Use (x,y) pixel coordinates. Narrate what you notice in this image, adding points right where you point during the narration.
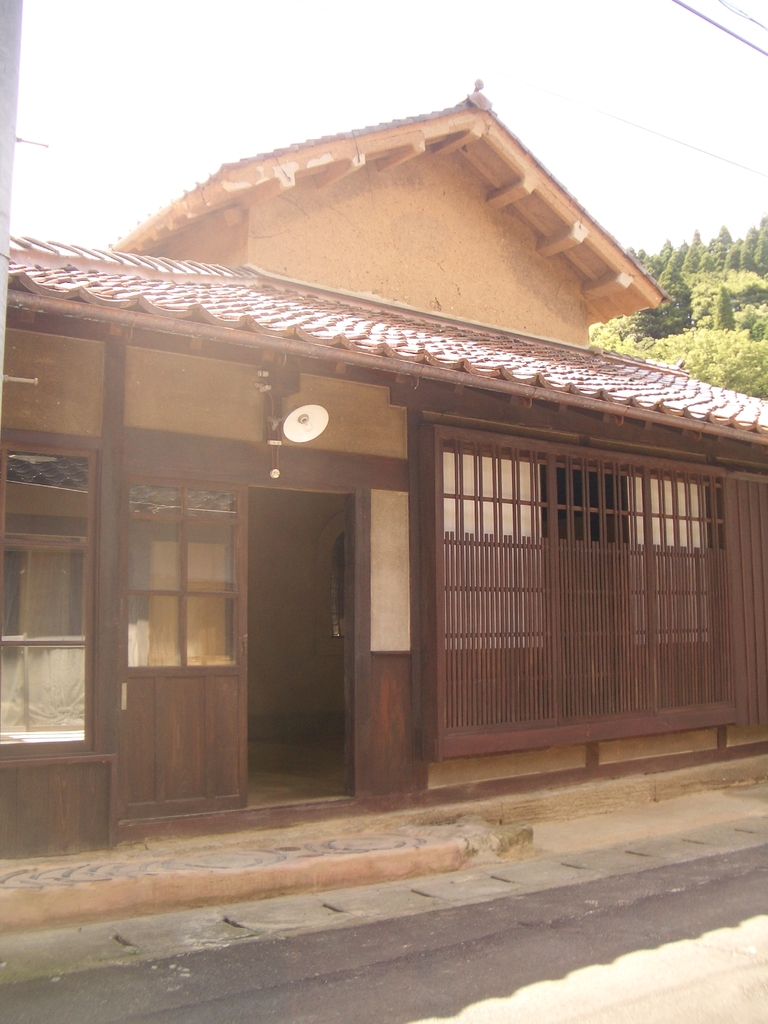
In this picture there is house (22,340) in the center of the image (442,547) and there is a door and a lamp (317,410), there is a pole (0,243) in the top left side of the image (3,17) and there are trees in the background area of the image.
